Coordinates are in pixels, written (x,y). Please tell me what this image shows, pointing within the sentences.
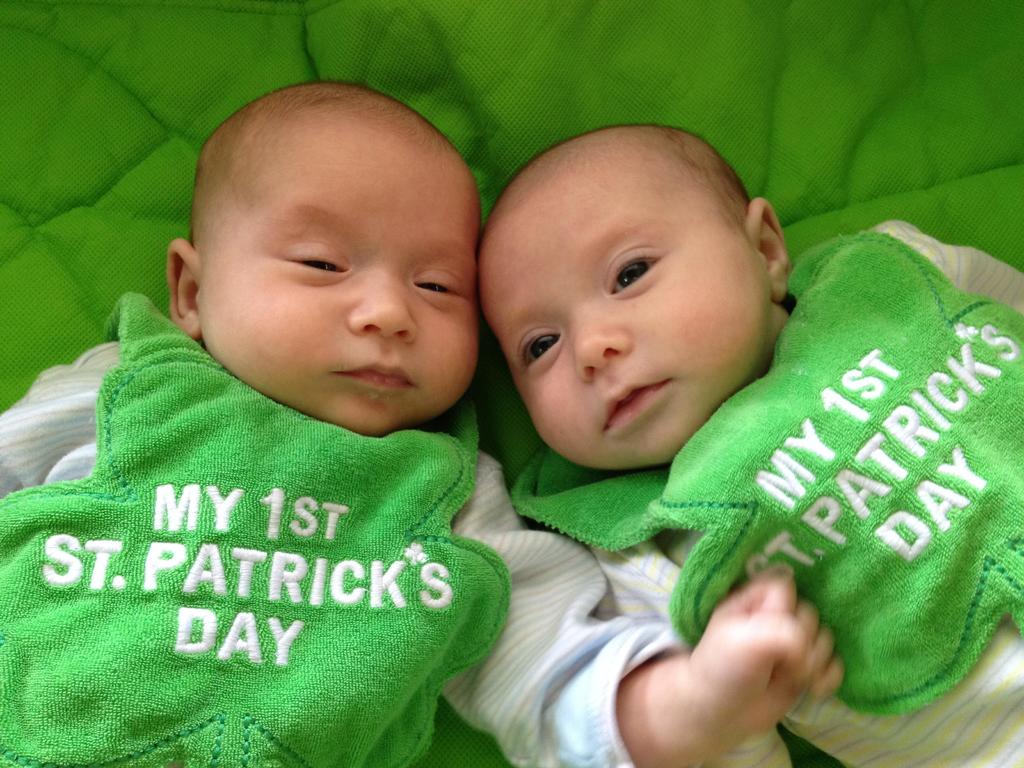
In the center of the image (441,316) there are two babies (291,761). In the background of the image (412,90) there is a green cloth (586,90).
